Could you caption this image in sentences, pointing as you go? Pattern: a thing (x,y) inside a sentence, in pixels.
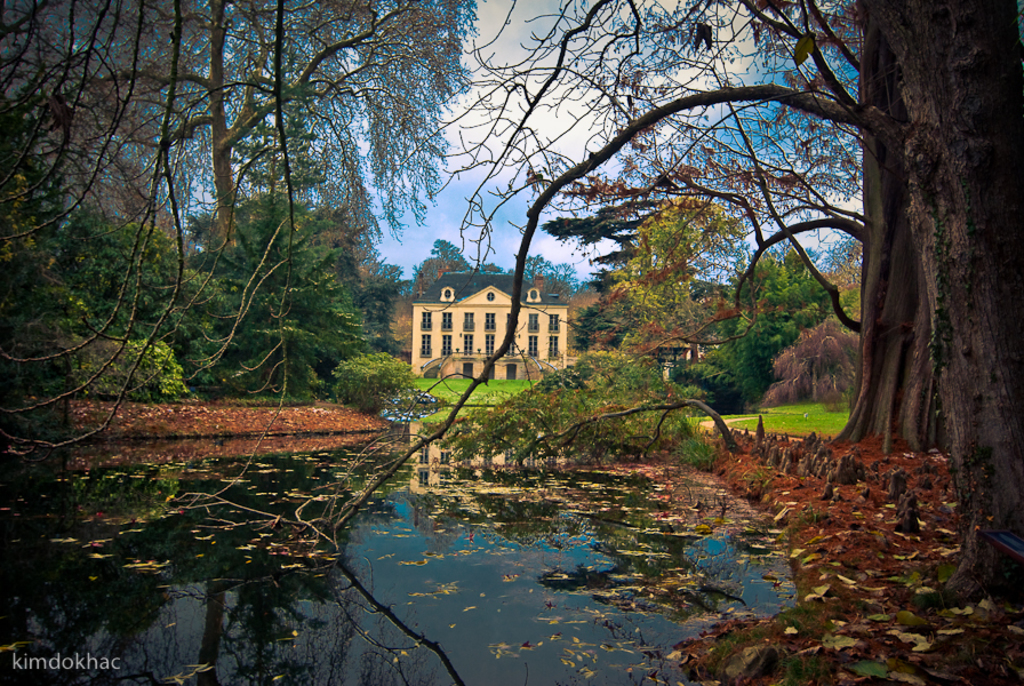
In this image we can see a house (540,346), trees (60,148), plants (817,349), grass (825,426) and sky (510,106).
